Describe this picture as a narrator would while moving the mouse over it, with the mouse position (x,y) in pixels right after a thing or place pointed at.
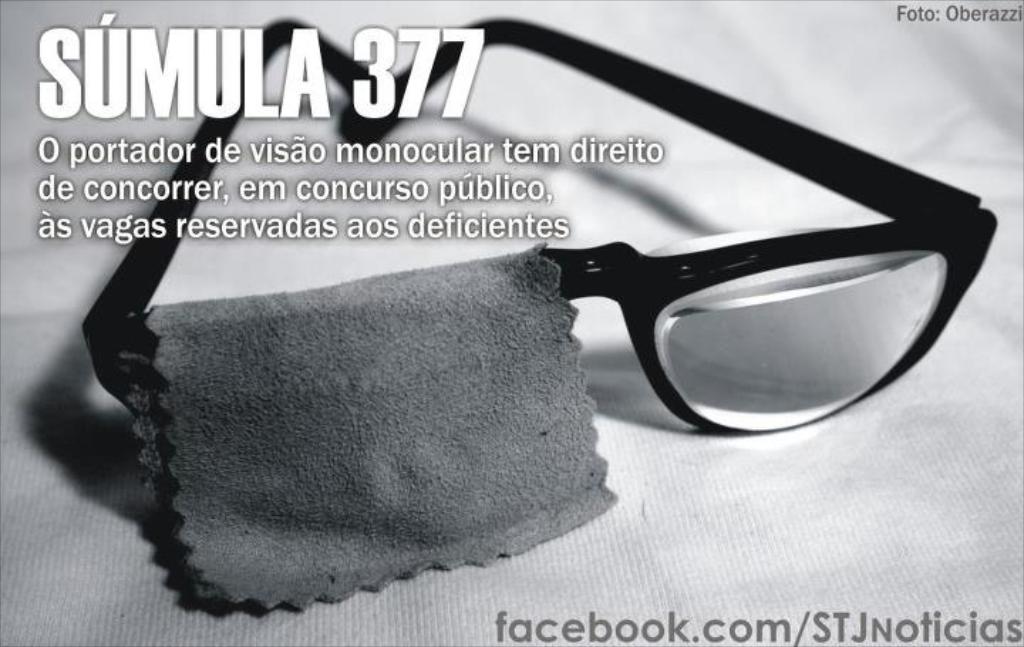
In this image in the center (563,340) there is spectacles (800,341) and one cloth (256,448), and on the top of the image (258,145) there is some text (534,204) written. And at the bottom (609,625) also there is some text (899,638) written.
